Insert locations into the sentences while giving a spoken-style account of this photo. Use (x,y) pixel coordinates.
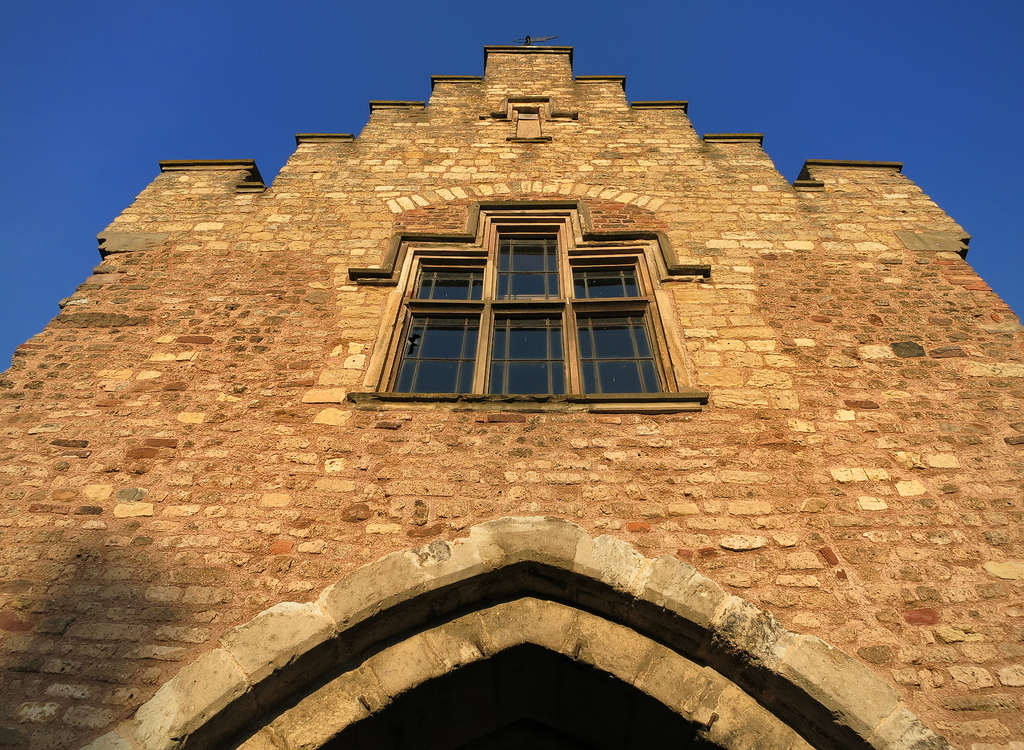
In the image there is a building (362,492) in the front (681,387) with a window (591,321) in the middle (536,305) and above its sky (887,58).
